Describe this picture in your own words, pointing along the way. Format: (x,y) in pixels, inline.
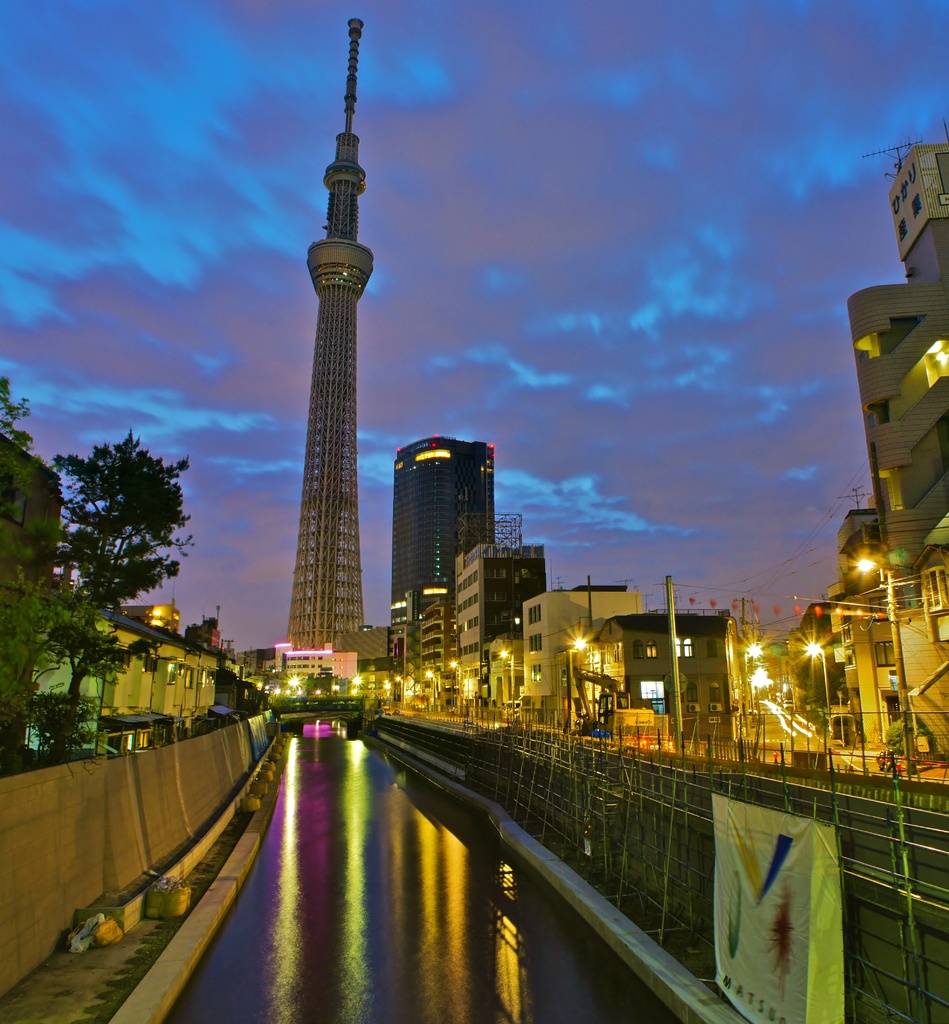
This is a picture of a city (101,719). In the center of the picture (503,560) there are buildings (619,614), street lights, poles (673,659), roads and a tree (151,494). In the foreground (307,838) there is a canal (261,861) and wall (206,771). Sky (396,262) is cloudy.
